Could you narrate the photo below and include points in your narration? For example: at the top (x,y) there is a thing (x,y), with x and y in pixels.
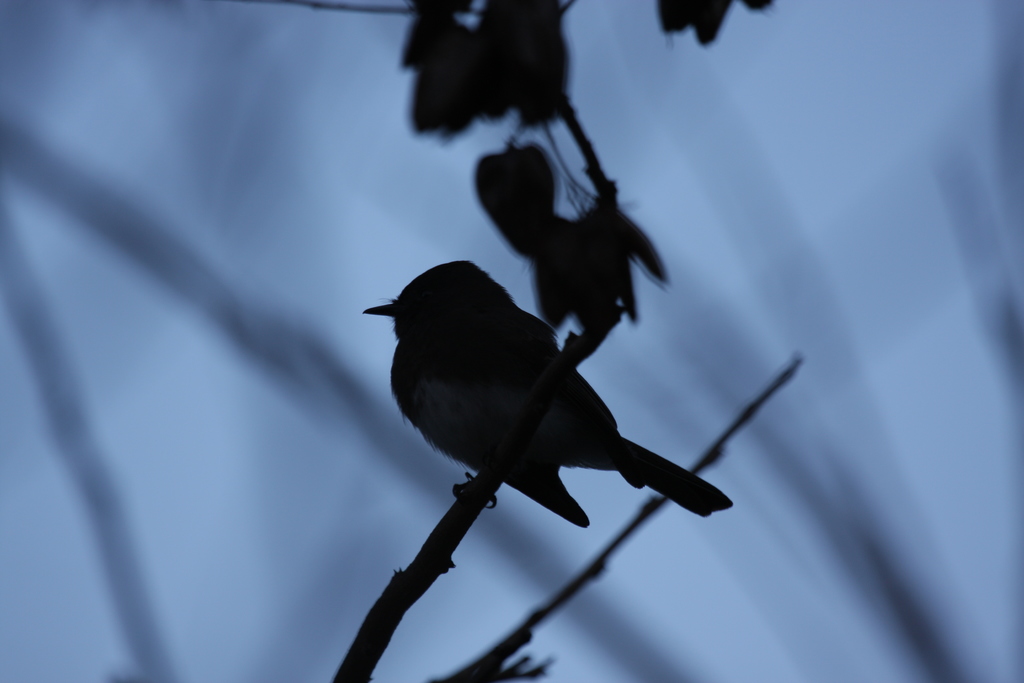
We can see bird (467,292) standing on branch (398,582) and we can see leaves (511,224). In the background (473,171) it is blurry and blue.
